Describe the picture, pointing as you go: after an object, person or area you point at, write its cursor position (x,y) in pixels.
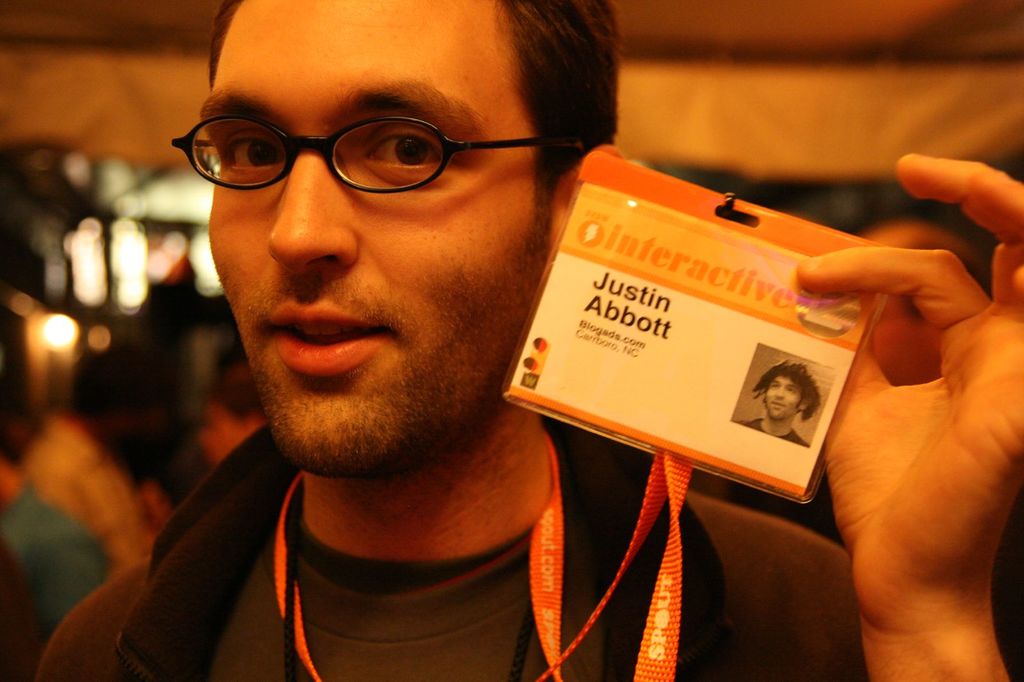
In this image we can see one man (1000,185) with smiling face (274,399) wearing an Id card (657,364) and holding it. There are some objects (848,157) and some people (56,537) in the background (169,326). The background (1006,47) is blurred.
